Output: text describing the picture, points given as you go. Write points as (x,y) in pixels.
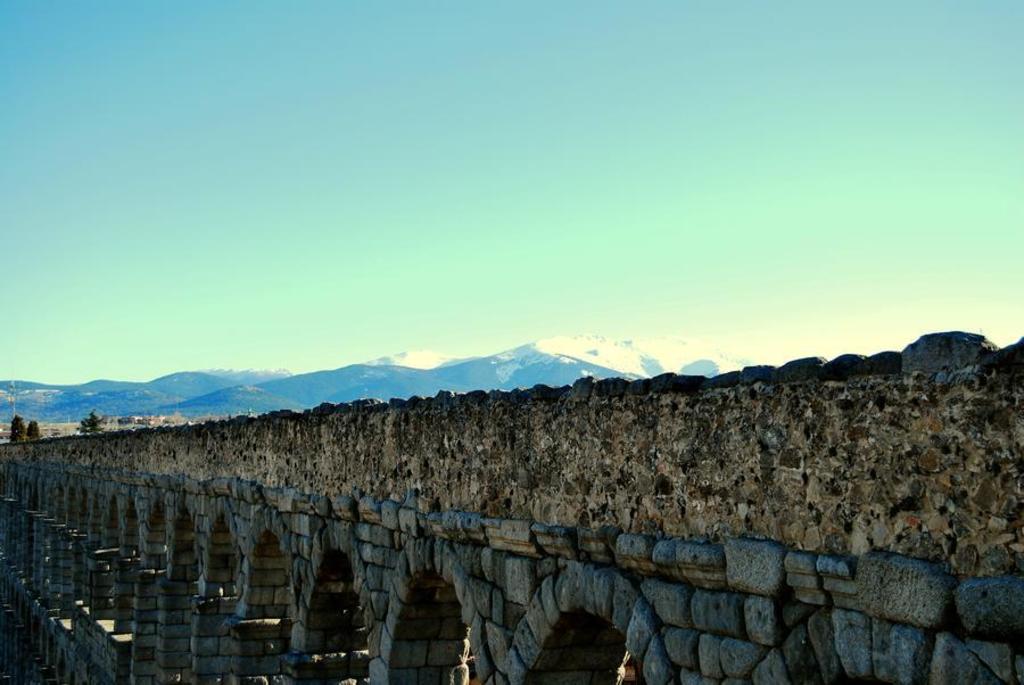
In this image I can see the fort (432,550), background (486,371) I can see mountains (399,376) and the sky (608,266) is in blue color.
